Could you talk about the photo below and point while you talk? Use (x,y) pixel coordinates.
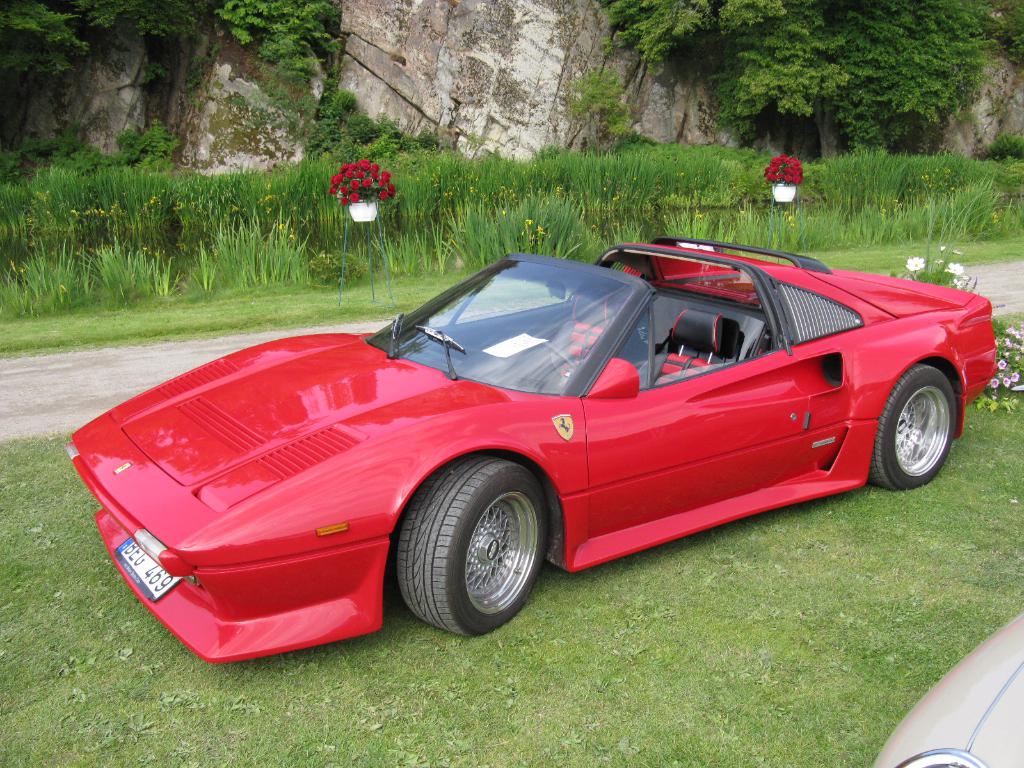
In this picture we can see a car (169,569) on the grass (722,587). We can see some grass (300,687) on both sides of the path (1009,274). There are a few flowers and another car (949,724) is visible on the right side (982,759). We can see red flowers (346,190) in the flower pots (790,187) and stands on the grass (350,289). There are a few plants (97,0) on the rocks (406,106) visible in the background (280,99).
